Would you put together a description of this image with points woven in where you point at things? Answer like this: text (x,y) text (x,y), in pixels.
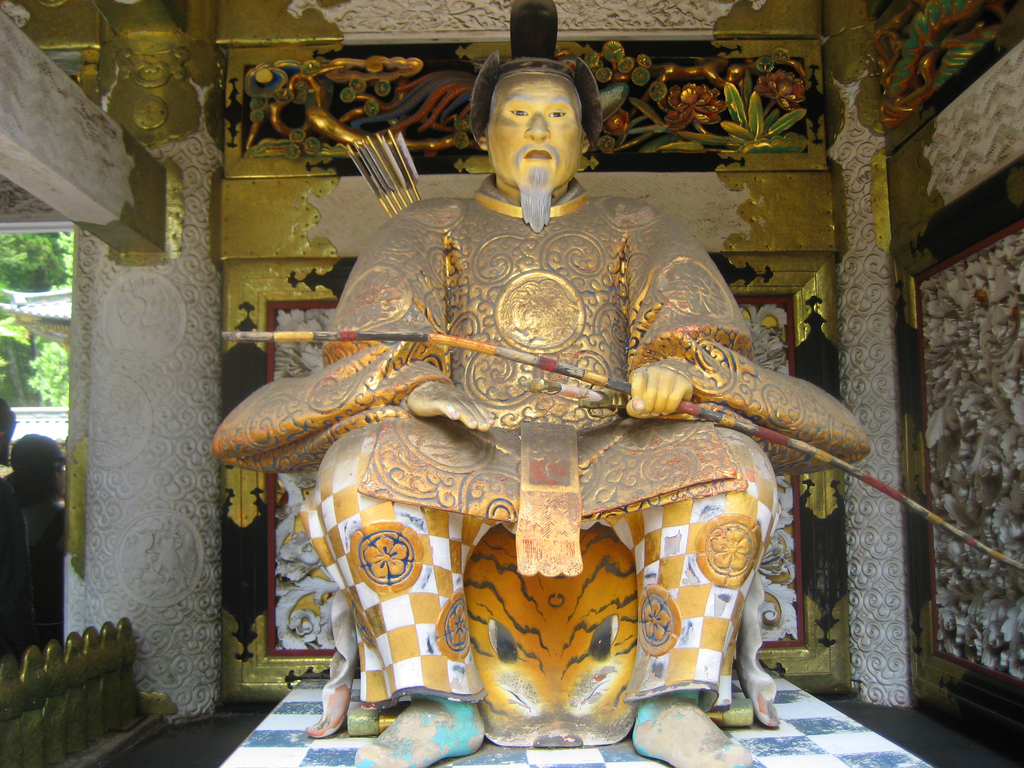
In this image, at the middle (670,339) there is a statue (708,396), at the background (251,102) there are some colorful walls (699,51) and there is a pillar (135,406) at left side (129,419).
